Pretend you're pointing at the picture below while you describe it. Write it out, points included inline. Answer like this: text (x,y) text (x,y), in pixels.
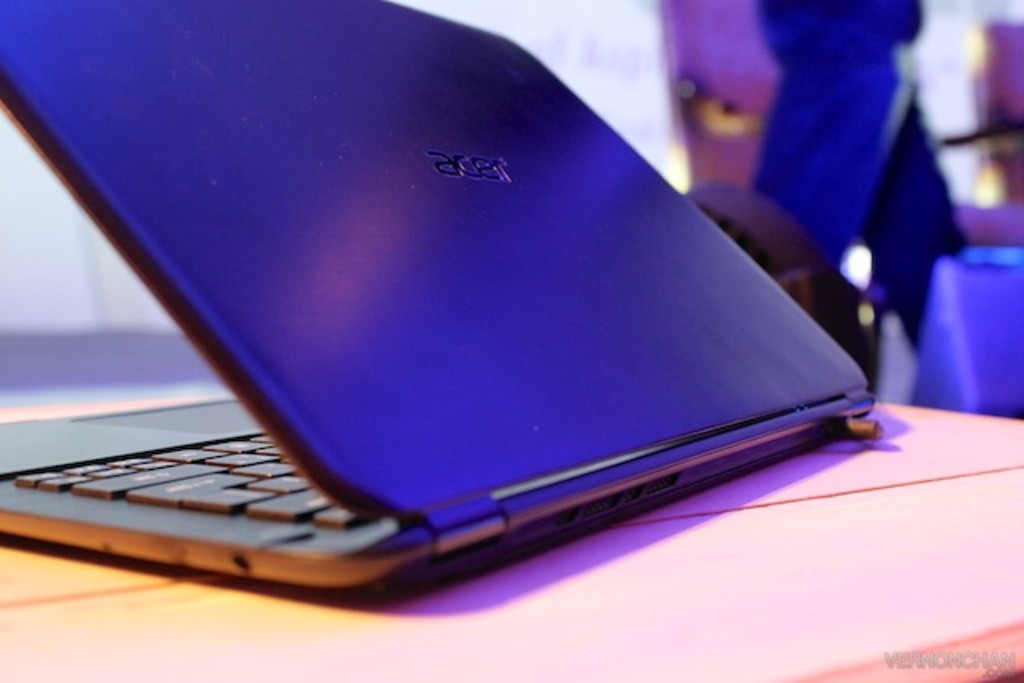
In this image in front (511,664) there is a table (584,607). On top of the table (29,578) there is a laptop (513,433). On the right side of the image (852,216) there are few objects (900,152). There is some text (979,659) on the right side of the image (945,652).
